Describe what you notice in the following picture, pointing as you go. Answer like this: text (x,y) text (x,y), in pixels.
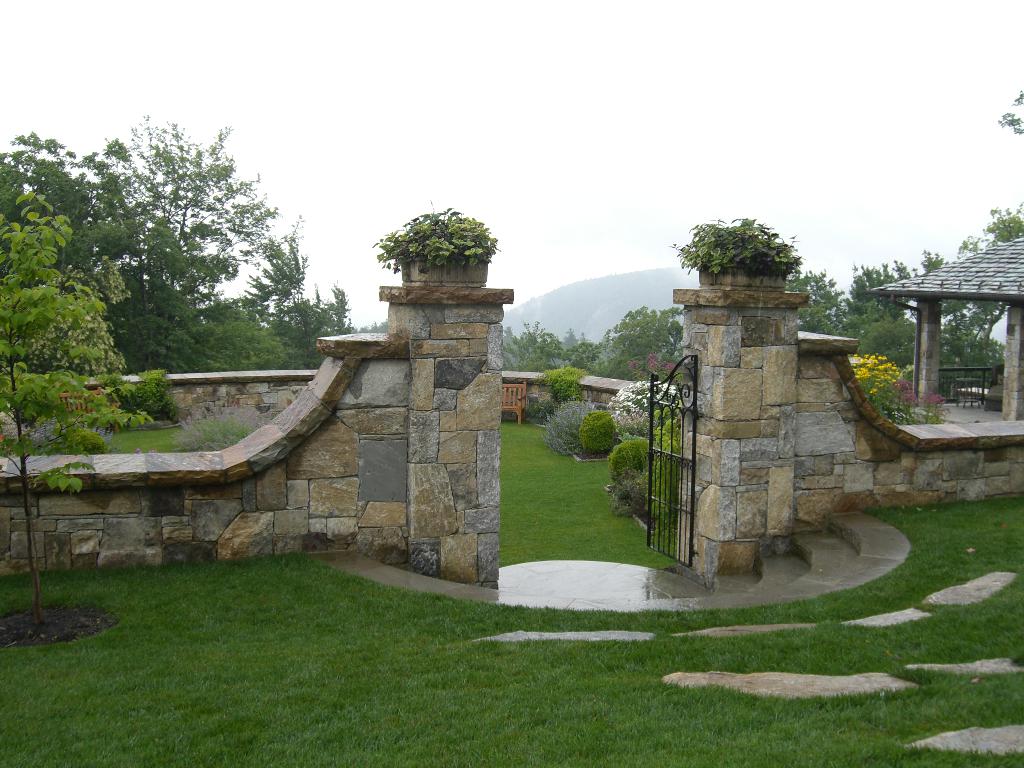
In front of the image there are rock pillars (437,382) with a metal gate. In front of the gate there are stairs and grass (470,742) on the surface (481,735). In the background of the image (548,425) there are bushes (538,417), bench (517,413) are inside a concrete fence (365,394). On the right side of the image (871,382) there are flowers (887,374) on the plants (890,392) and there is a porch (917,345) with pillars (1008,374) and metal rod fence (956,380). In the background of the image (900,360) there are trees (535,340) and mountains (666,305).
